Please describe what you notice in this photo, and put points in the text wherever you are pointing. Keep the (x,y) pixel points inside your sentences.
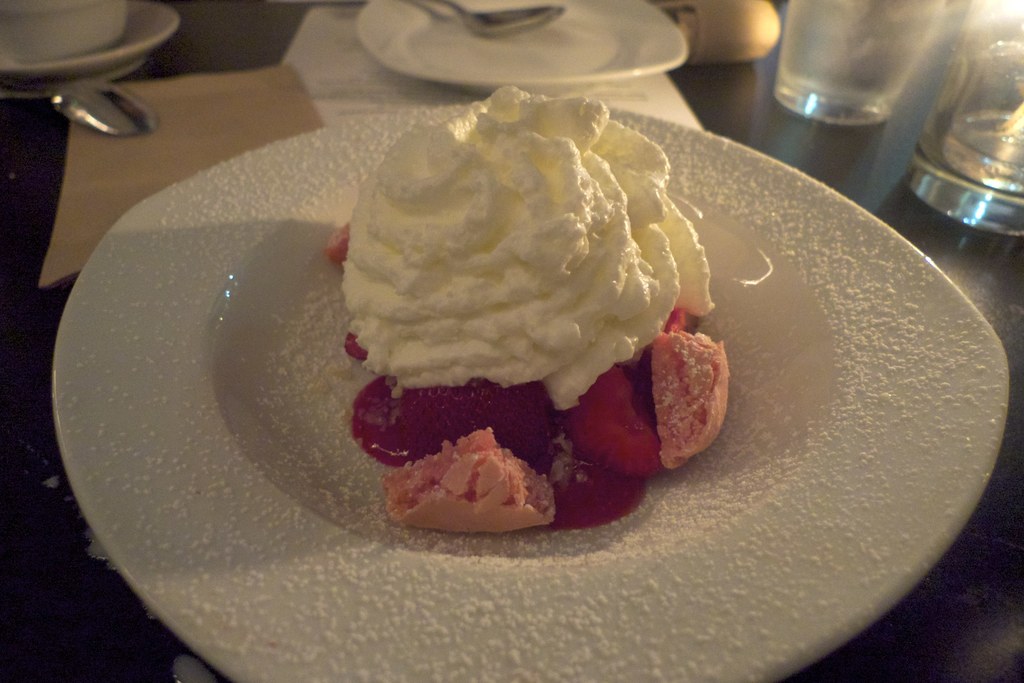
In this picture we can see ice cream (523,334) in the plate (798,402), beside to the plate (733,419) we can find few glasses (888,80) and other things (300,69) on the table (889,189).
